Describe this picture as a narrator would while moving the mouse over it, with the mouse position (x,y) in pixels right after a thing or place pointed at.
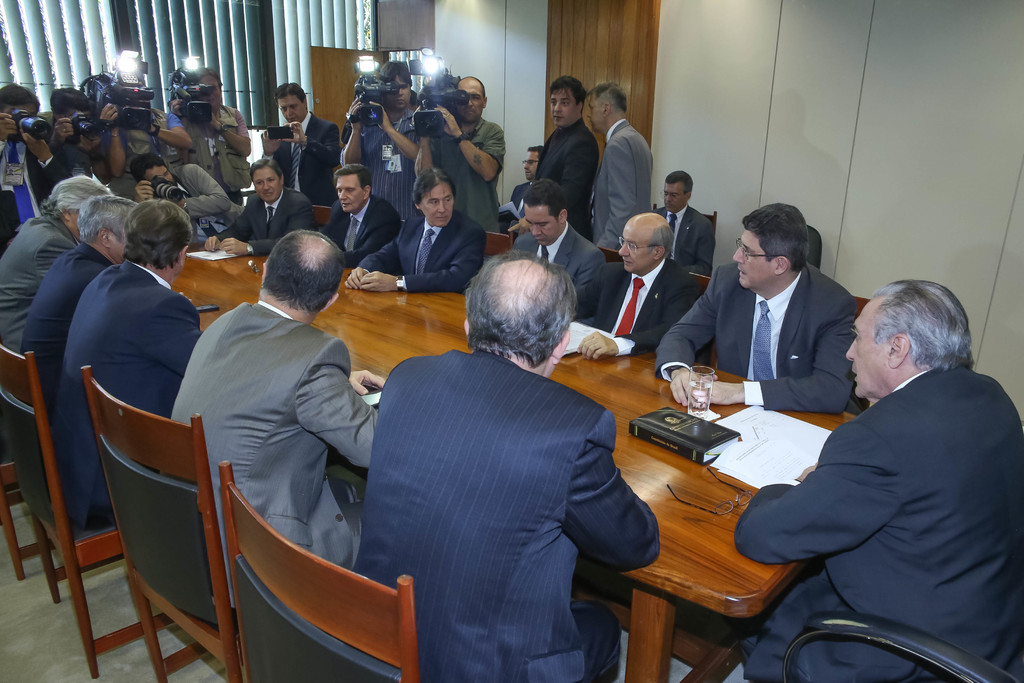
This picture is clicked in a conference hall (640,461). In the middle of this picture (458,316), we see a table (711,580) on which spectacles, book (692,420), paper (741,421) and glass (692,400) with water (700,389) is placed on it. There are many people (494,522) sitting around this table (608,389) on chair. We can even see many people (463,120) standing and taking video and also pictures of them. Behind them, we see a wall (510,53) in white color. Beside that, we see window blinds (237,13) in that room (187,28).
